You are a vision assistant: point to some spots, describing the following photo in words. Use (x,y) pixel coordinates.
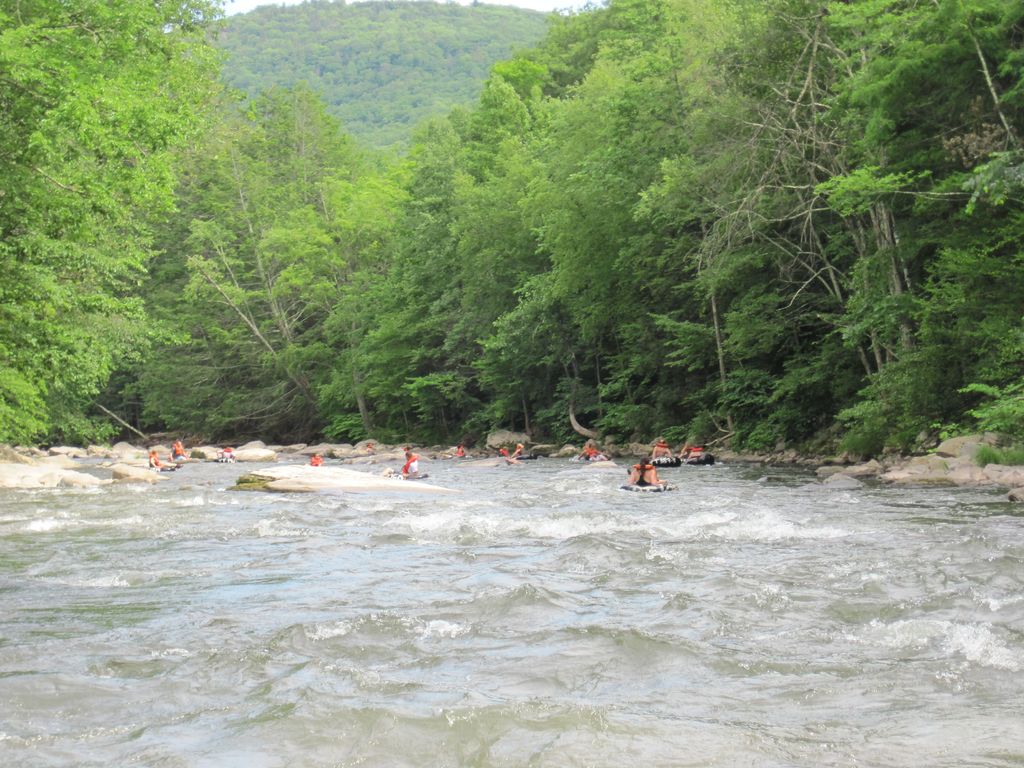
This image is taken outdoors. At the bottom of the image (331,657) there is a river (568,650) with water (452,533). In the middle of the image (351,426) there are many trees (553,426) and plants (955,420) with green leaves (278,286), stems (271,298) and branches (236,311). There are a few rocks (203,458) and there are a few people (644,475) sitting on the pool floats (665,462).
